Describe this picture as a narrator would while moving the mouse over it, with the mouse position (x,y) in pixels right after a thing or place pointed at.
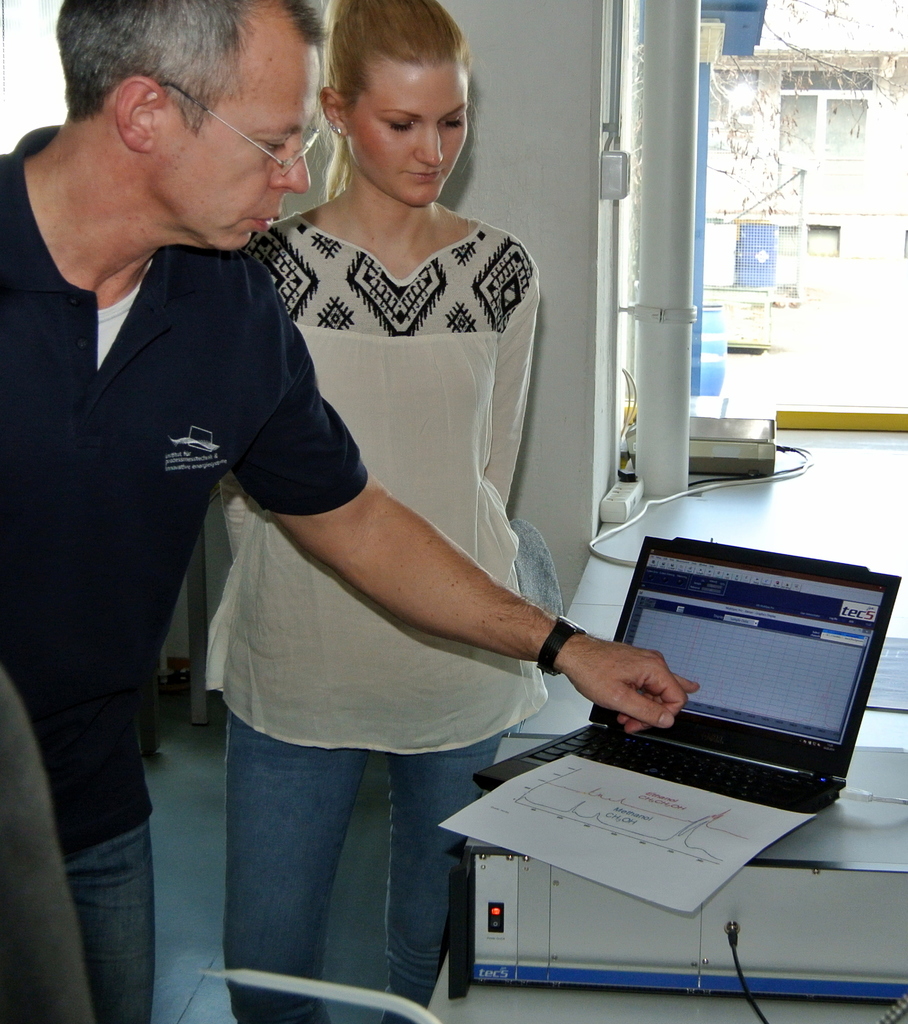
In this image I can see a person (114,431) wearing black colored t shirt (97,494) and a woman (381,459) wearing cream colored dress (382,402) are standing and I can see a desk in front of them and on the desk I can see a laptop (721,770) which is black in color, a paper (588,775), few wires (801,452) and few other objects (627,504). In the background (783,90) I can see few buildings (817,157), few trees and the sky (803,34).
